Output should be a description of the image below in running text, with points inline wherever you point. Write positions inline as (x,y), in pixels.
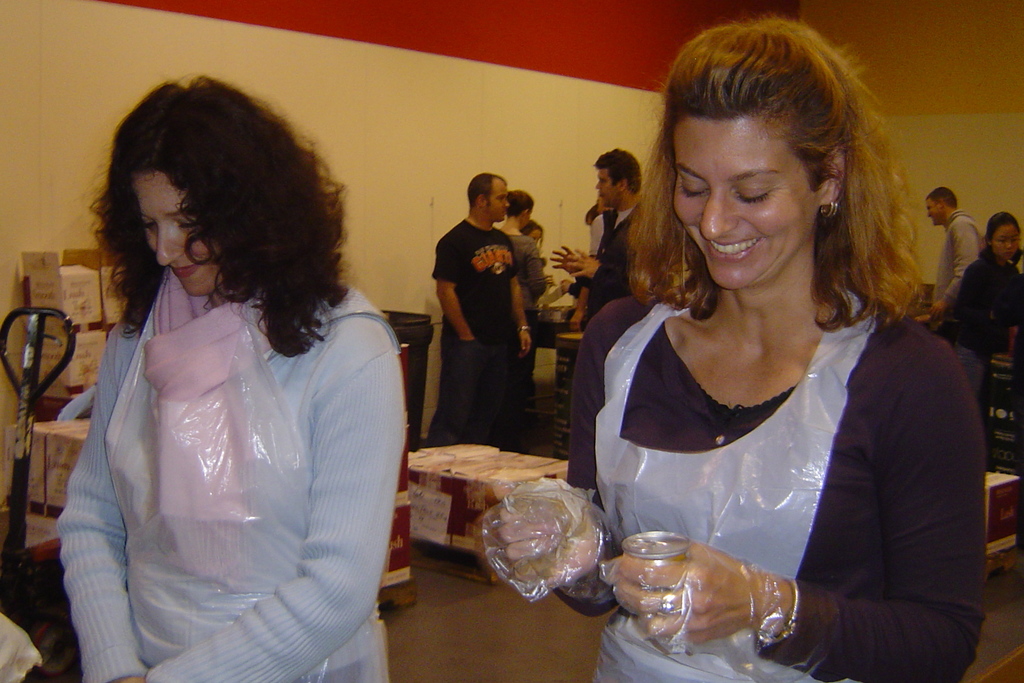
In this image I can see group of people (938,479) standing. In front (908,481) the person (759,457) is wearing black shirt (922,473) and the person (194,410) at left (193,409) is wearing white color shirt (111,350). Background (616,26) I can see the wall (514,111) in cream and red color.
